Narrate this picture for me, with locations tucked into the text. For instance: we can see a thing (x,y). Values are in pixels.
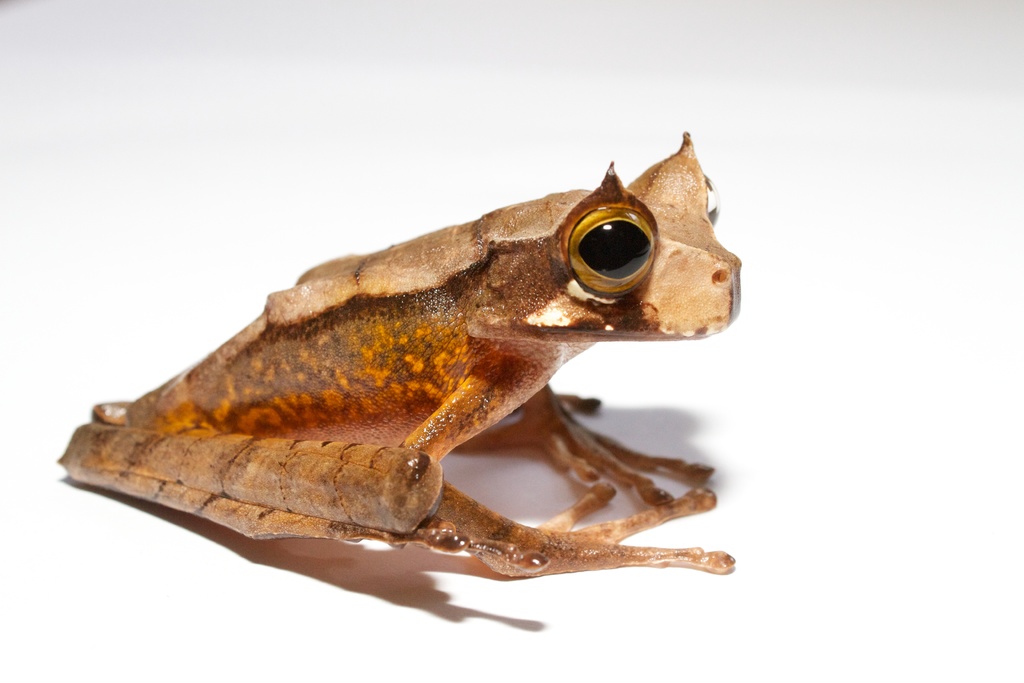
In this image I can see the frog (395,301) in cream and brown color and I can see the white color background (163,671).
